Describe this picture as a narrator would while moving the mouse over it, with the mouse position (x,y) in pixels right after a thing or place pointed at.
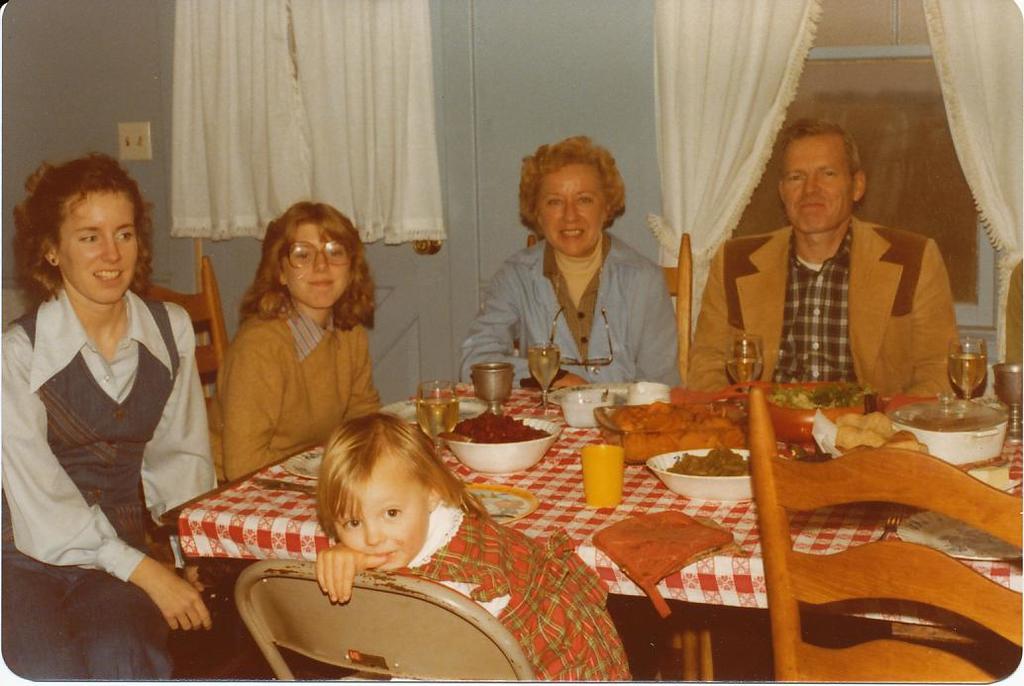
In this image we can see a four people (305,404) and a baby girl (338,466). They are sitting on a wooden chair (766,485) and they are having a food (977,472). In the background (850,48) we can see a window (872,63) which is bounded with curtain (309,96).
